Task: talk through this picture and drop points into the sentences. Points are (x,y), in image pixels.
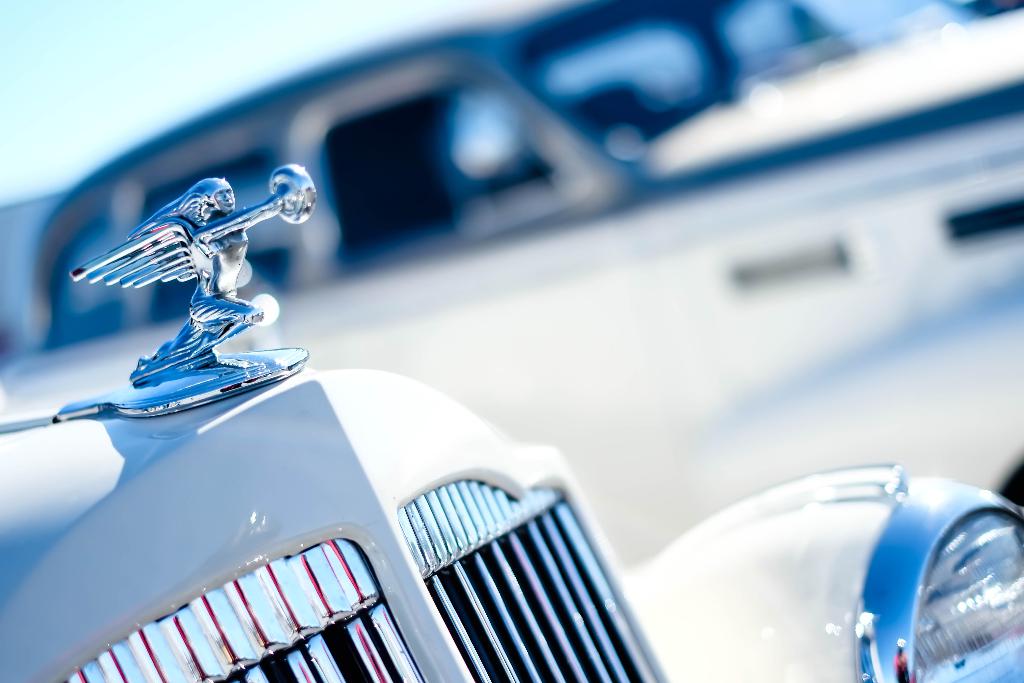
In this picture we can see a vehicle (128,512) with an emblem (152,401). Behind the vehicle (193,487), there is a blurred background (603,135). In the top left corner of the image (73,74), there is the sky (84,61).
